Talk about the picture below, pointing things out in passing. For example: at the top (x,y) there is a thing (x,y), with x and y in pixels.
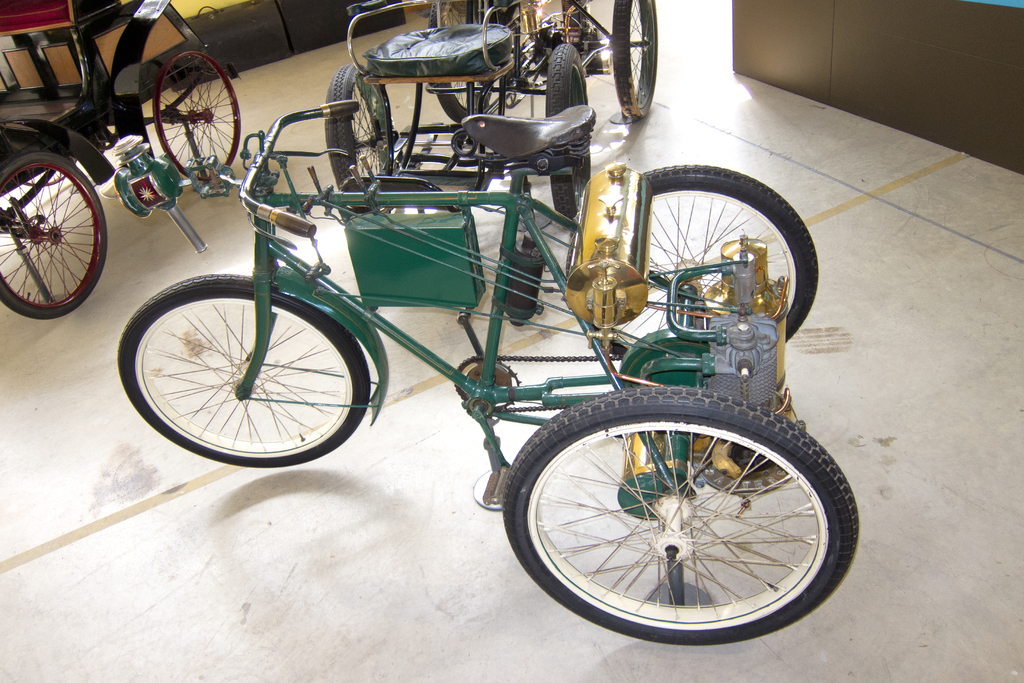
In this image I can see the vehicles (539,526) on the floor (416,612). In the top right corner (926,60), I can see the wall (963,104).
